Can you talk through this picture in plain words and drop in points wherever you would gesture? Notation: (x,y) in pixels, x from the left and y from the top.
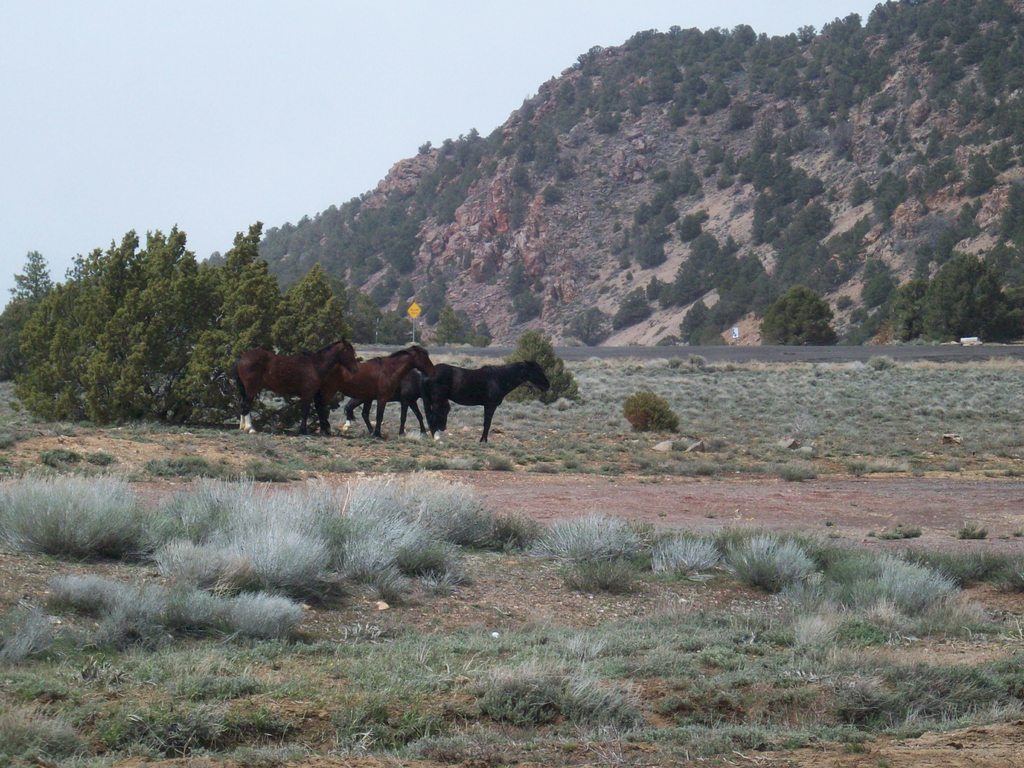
In this picture we can see four horses (322,421), standing in the ground (419,448). In the front side (280,612) there are some green plants (448,557). Behind there is a huge mountain (678,252) with many trees (775,201).
